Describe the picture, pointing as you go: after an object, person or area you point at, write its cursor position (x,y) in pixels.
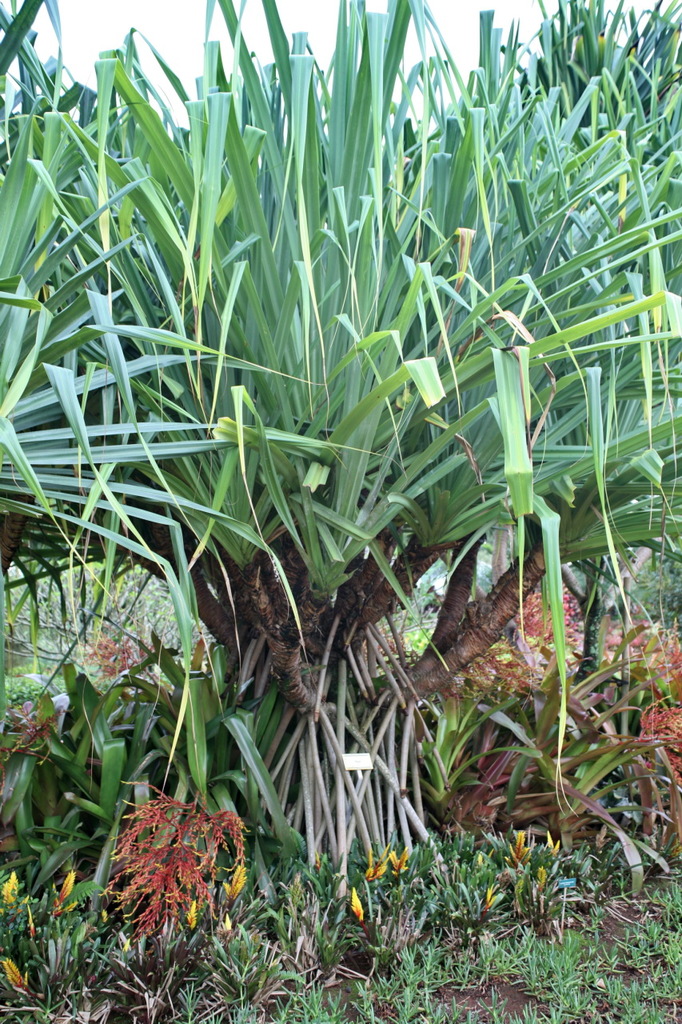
In this picture I can see plants (405,136) and I can see a cloudy sky (116,40).
